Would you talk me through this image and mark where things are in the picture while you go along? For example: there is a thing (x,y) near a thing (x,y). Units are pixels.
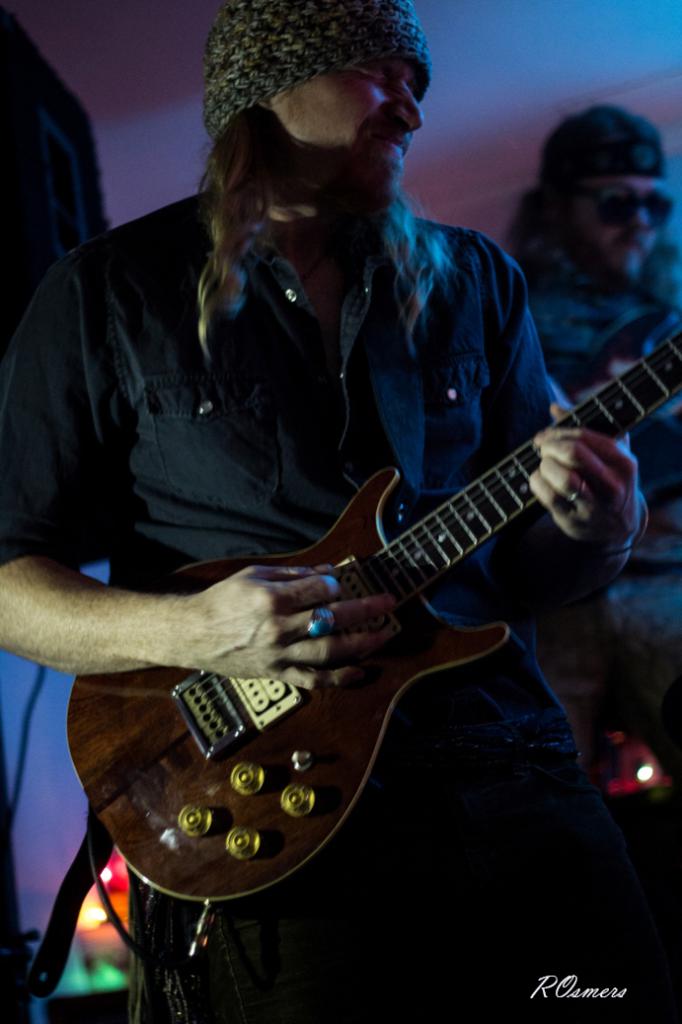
In this picture there is a man (233,125) at the center of the image (230,451) who is holding a guitar (617,421) in his hands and is wearing a cap (234,27) over his head (299,103).
